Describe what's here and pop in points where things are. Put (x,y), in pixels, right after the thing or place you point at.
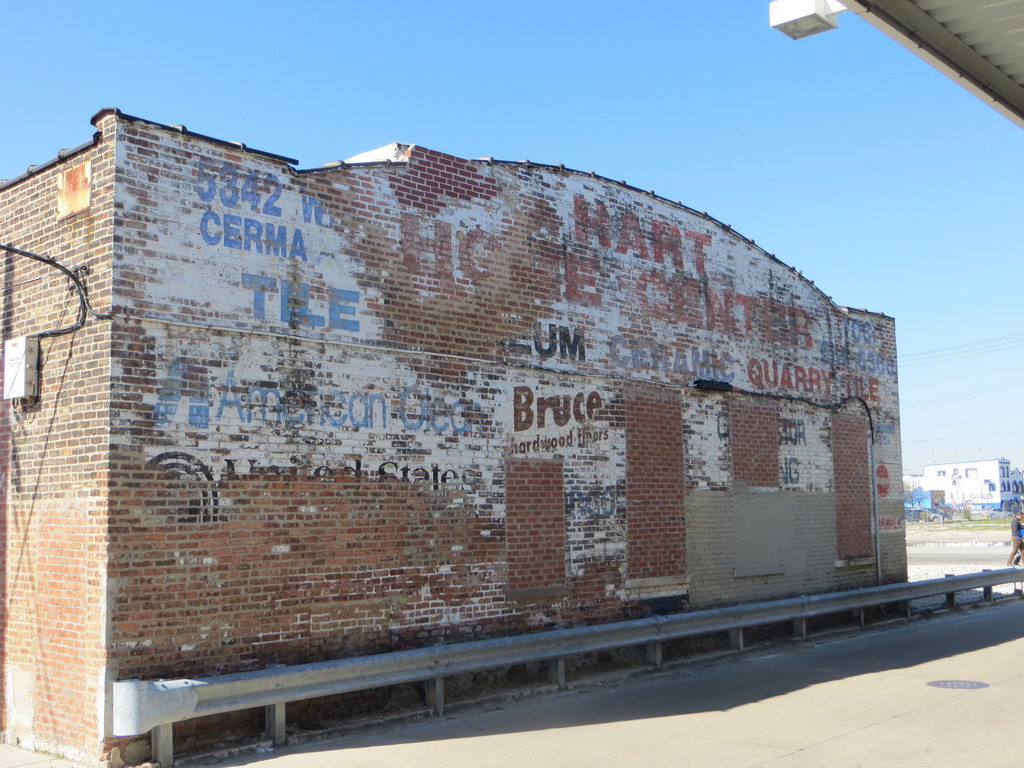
In this image we can see the brick house (16,483) on which we can see some text (462,485), we can see the road (953,668), we can see a few people (1021,557), buildings (1020,493), wires (995,346) and the blue color sky (604,139) in the background (907,139).
